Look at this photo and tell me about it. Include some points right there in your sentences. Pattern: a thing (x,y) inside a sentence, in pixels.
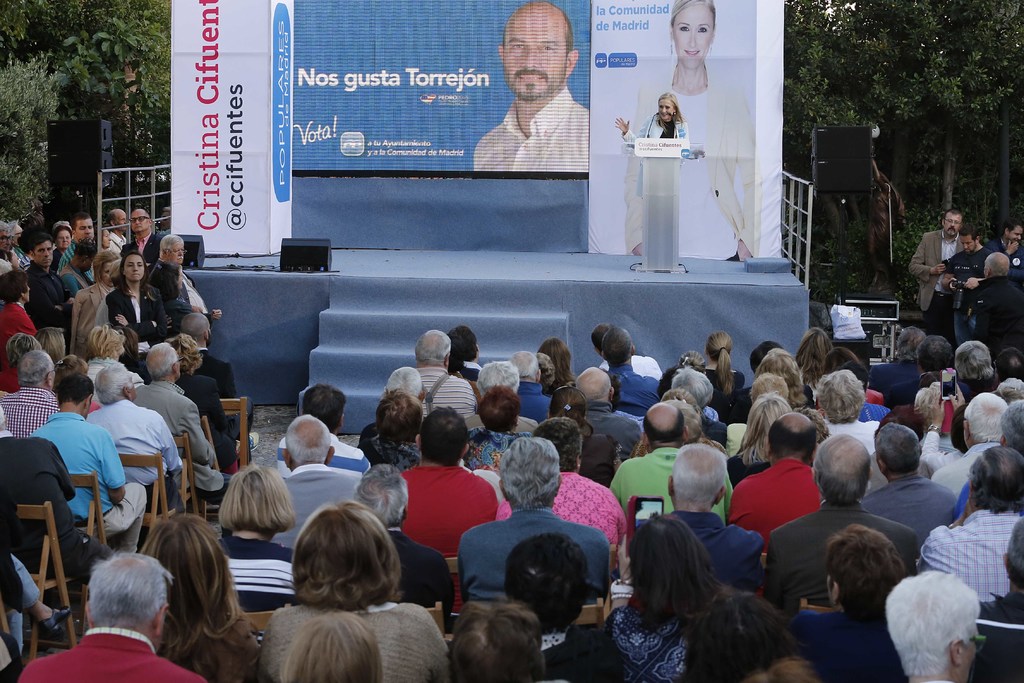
In this picture I can observe some people (106,382) sitting in the chairs (595,599). There are men (38,353) and women (131,321) in this picture. There is a woman (676,110) standing on the stage (454,242) in front of a podium (645,157). We can observe a poster (604,164) in the background (340,42). I can observe speakers (71,169) on either sides of the stage (310,229). In the background (113,125) there are trees (906,148).
